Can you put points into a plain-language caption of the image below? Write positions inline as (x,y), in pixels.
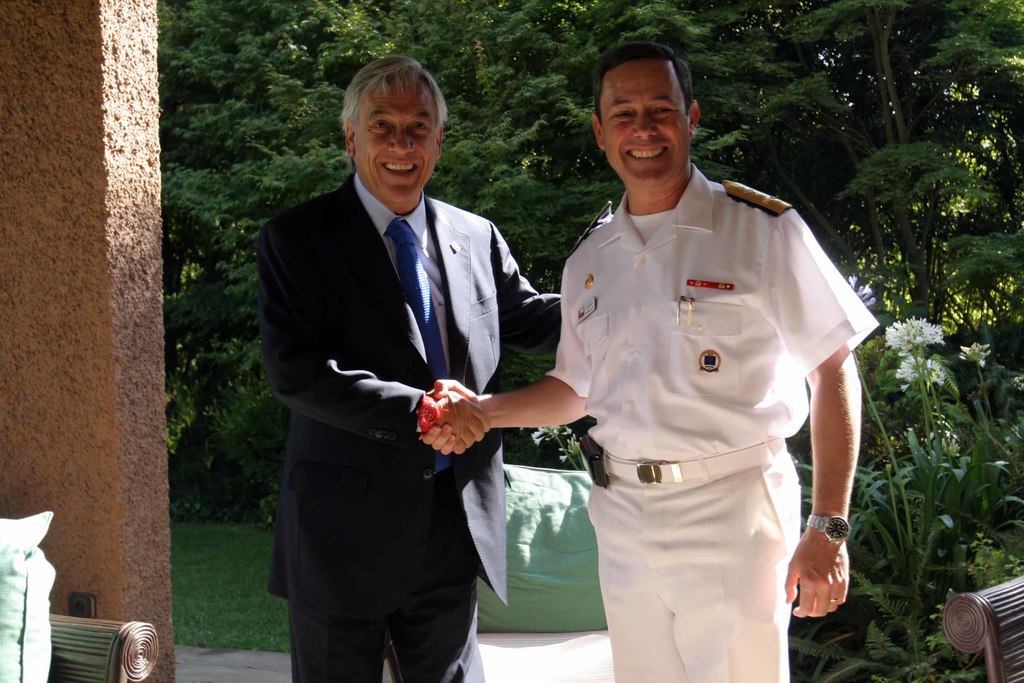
In the front of the image (461,252) I can see two men (472,363) are standing, smiling and giving a each-other handshake. In the background of the image (903,347) there are trees (503,5), plants (940,469), flowers (900,358), grass (215,533), wall (98,226), pillows (513,505) and objects (1023,631).
